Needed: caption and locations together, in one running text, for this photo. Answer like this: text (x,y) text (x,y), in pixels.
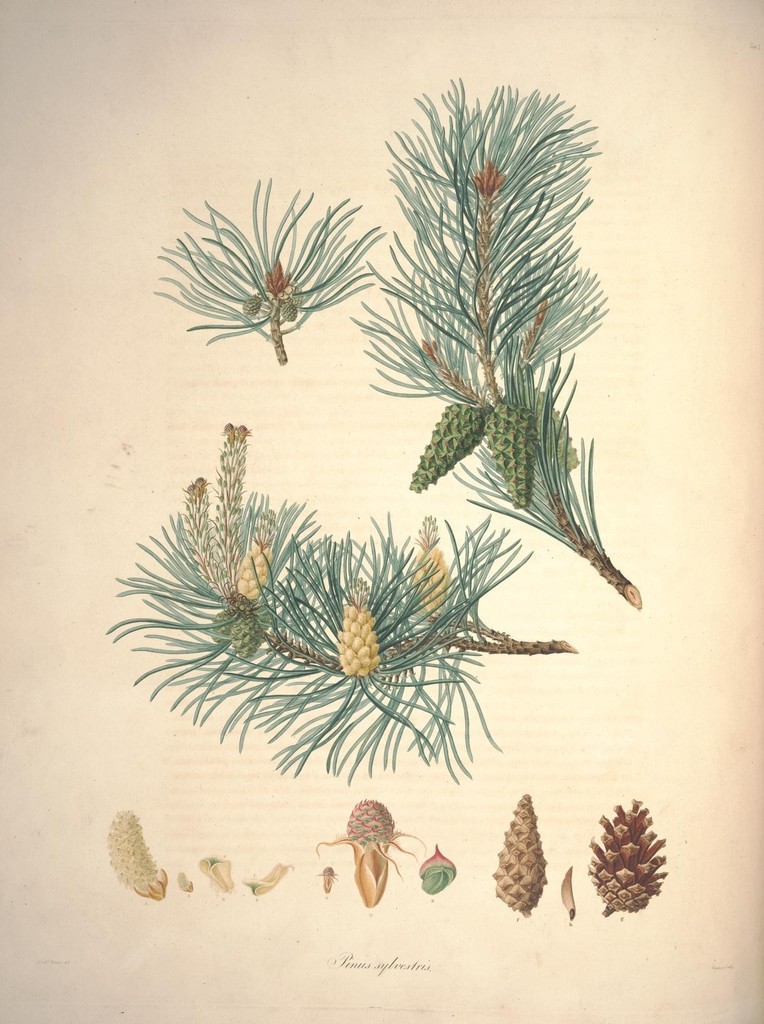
In this picture we can see plants (417,640) and some other fruit like eatables (435,558). At the bottom (382,856) there are seeds (155,866), fruit (525,869), flowers (326,884) and other objects (627,848). The picture looks like a drawing on a paper (217,396).
